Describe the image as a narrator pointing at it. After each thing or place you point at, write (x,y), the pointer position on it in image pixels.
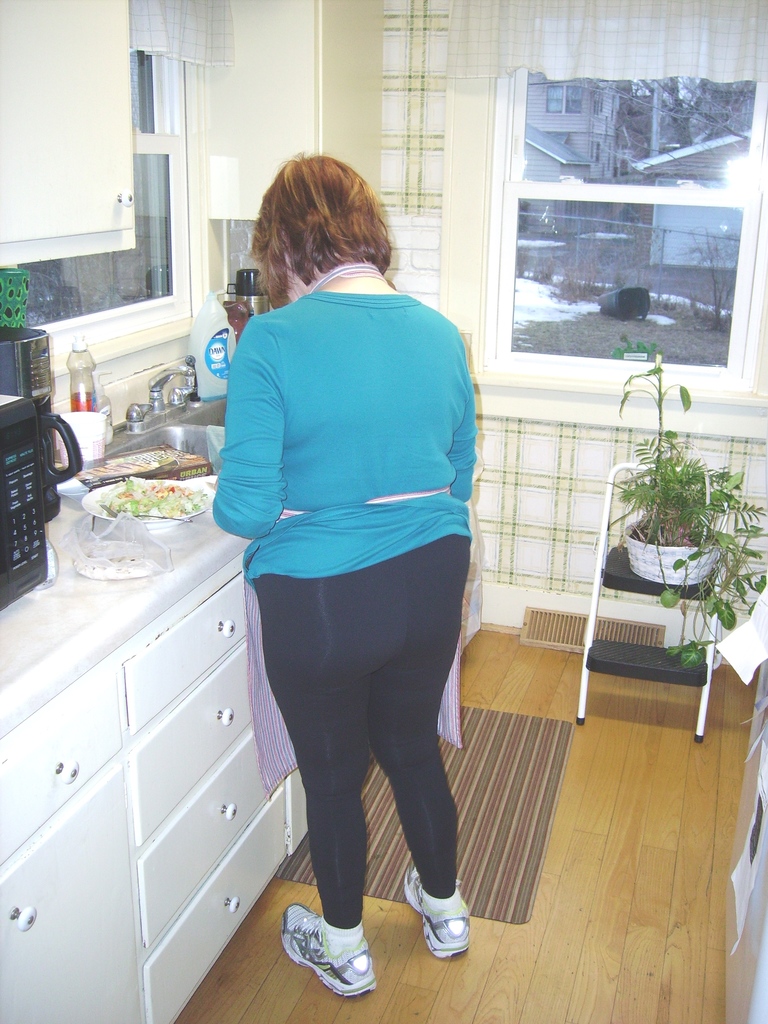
Here we can see a woman (460,898) standing in the center (409,475) and she is working in a kitchen (508,626). There is a clay pot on a chair (586,679) which is on the right side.
